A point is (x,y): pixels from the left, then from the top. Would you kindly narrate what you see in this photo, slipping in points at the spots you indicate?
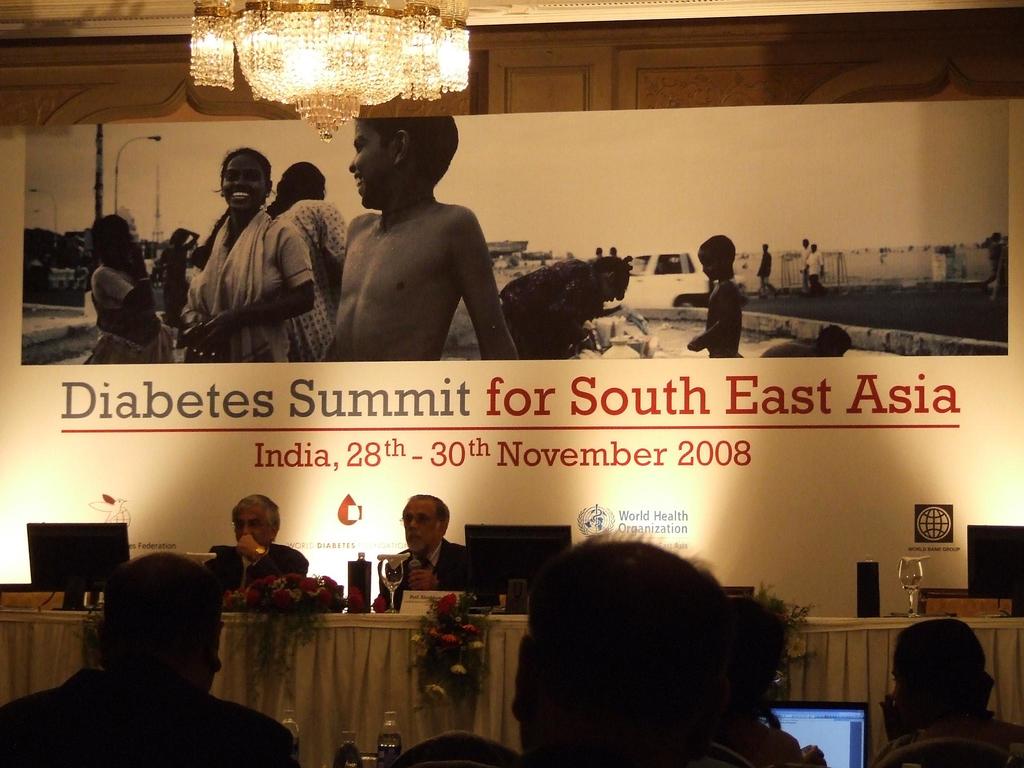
In this image we can see some people (449,562) sitting on the chairs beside the table (509,642) containing the laptops (479,592), flower bouquets (460,658), bottles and some glasses (912,612). On the bottom of the image (573,695) we can see some people (115,741) sitting. In that a woman (743,732) is holding a laptop (841,717). On the backside (676,347) we can see a black and white picture (644,353). We can also see a chandelier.
